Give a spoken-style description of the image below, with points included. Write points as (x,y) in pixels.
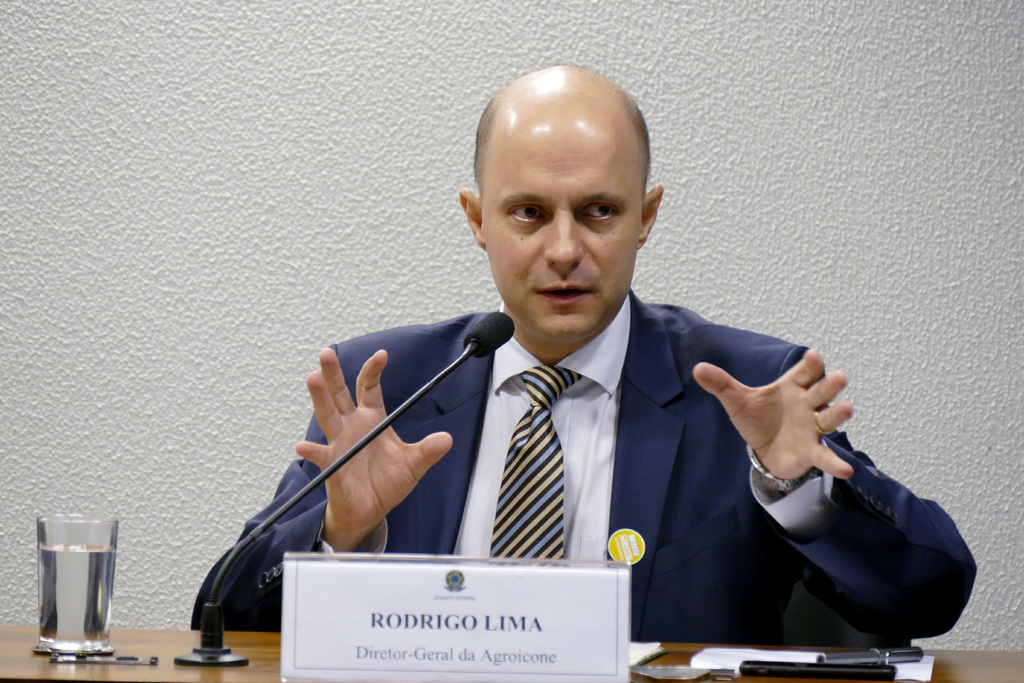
This image consists of a man (585,456) wearing a blue suit (643,453). At the bottom (208,675), there is a table (163,669) on which there is a glass (80,634) along with nameplate (416,618) and a mic (215,648). In the background (377,27), there is a wall (721,165).
